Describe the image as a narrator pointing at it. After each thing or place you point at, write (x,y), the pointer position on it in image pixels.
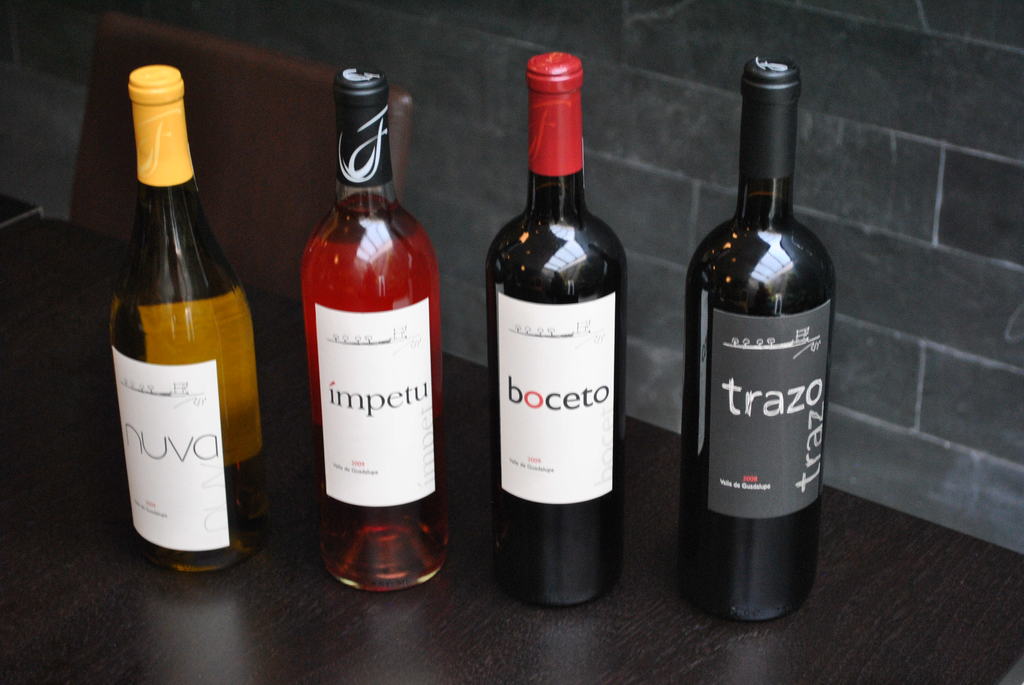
In this image I can see there are four glass bottles (361,392).
